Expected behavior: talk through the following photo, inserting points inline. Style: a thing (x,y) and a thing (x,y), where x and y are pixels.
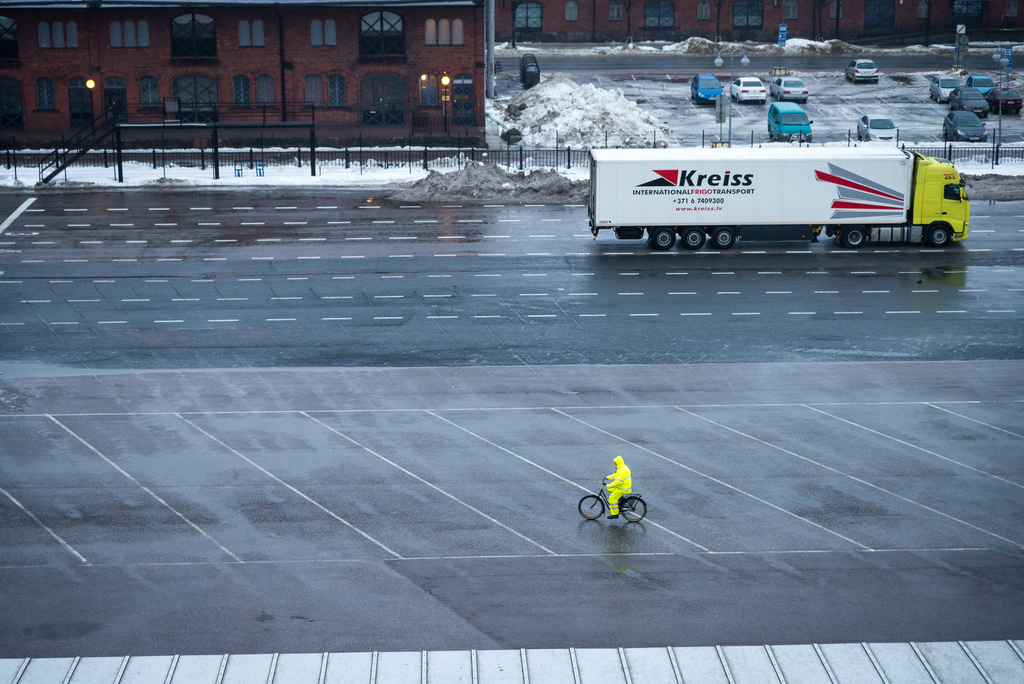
Here is a person (609,503) riding a bicycle (626,505). He wore a yellow color raincoat (621,493). This is a truck (921,230) on the road (827,244). I can see the cars (848,76), which are parked. These are the buildings (292,42) with the windows (259,42). I think this is a snow (552,105).
